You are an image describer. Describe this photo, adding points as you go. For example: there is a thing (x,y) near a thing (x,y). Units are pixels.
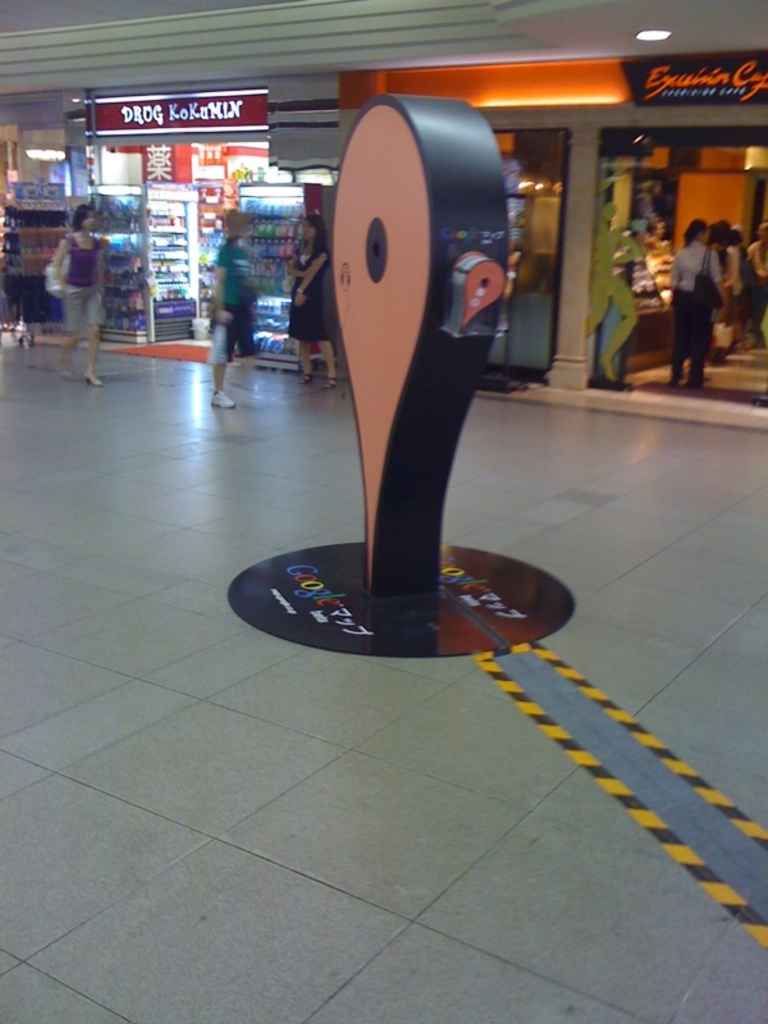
In this picture we can see some text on a platform (359,584) and map pointer icons (374,325), caution bands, people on the ground (468,500) and in the background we can see name boards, roof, lights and some objects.
